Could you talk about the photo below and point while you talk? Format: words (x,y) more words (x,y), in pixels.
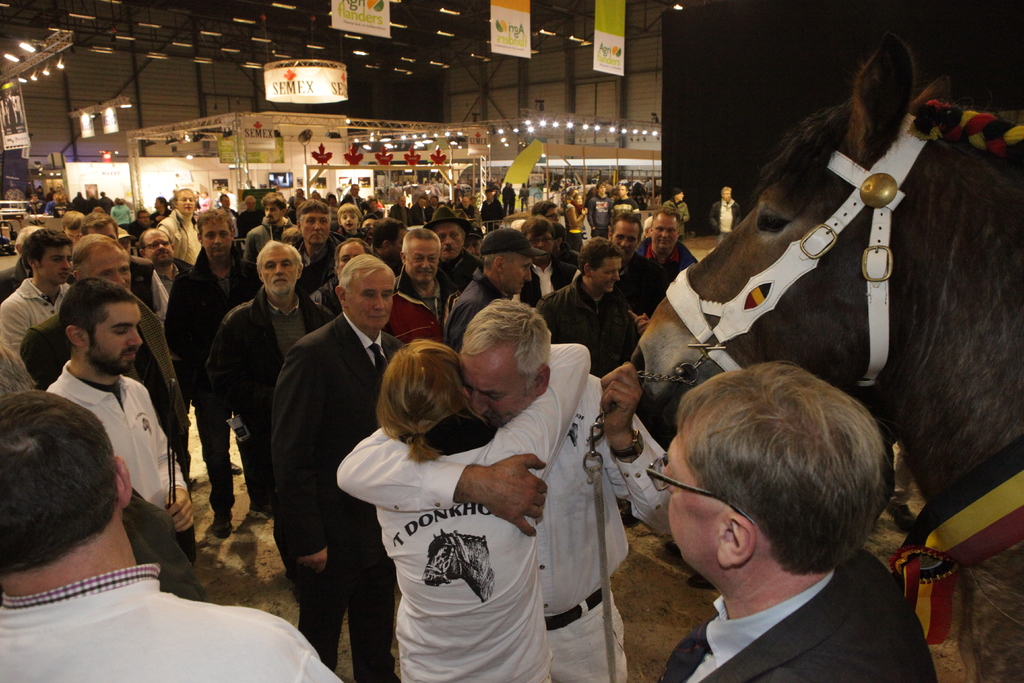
As we can see in the image there are many people (344,412) standing here and there is a banner (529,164) and wall (149,173).
